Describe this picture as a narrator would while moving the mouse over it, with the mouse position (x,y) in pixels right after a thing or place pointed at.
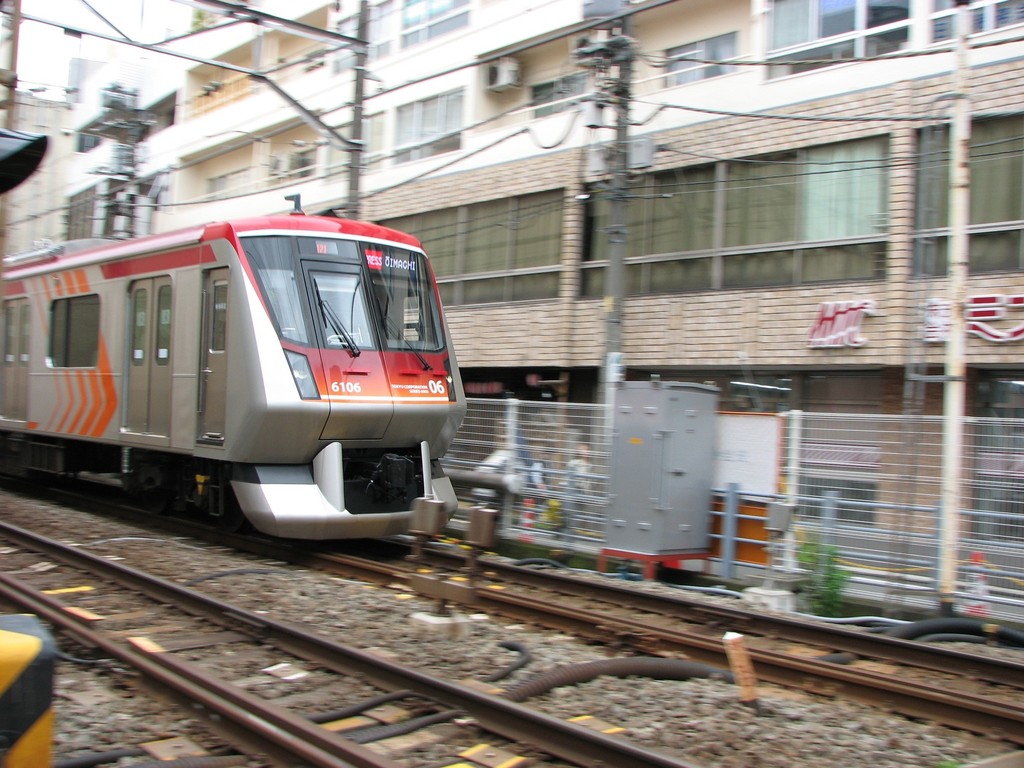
There is a train (294,413) on the track (617,586). Here we can see a metal box (672,449), poles (608,407), wires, fence (810,428), and buildings (555,204).
